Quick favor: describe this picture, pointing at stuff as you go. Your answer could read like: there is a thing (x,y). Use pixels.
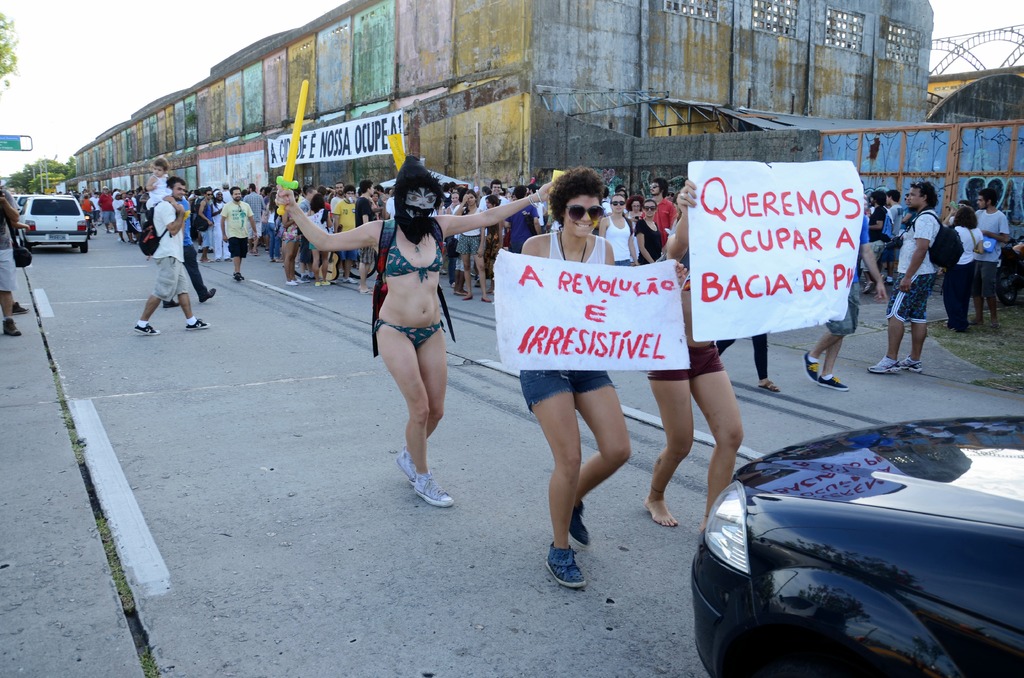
In the foreground of this image (783,488), there is a car (848,573) on the right bottom corner (850,595). In the background (660,256), there are persons (959,268) standing and holding banners (664,301) on the road (496,356). There is also a woman (414,274) walking and holding a toy sword (282,177) and we can also see building (141,178), trees (31,175), vehicles (59,197) in the background (40,218).
